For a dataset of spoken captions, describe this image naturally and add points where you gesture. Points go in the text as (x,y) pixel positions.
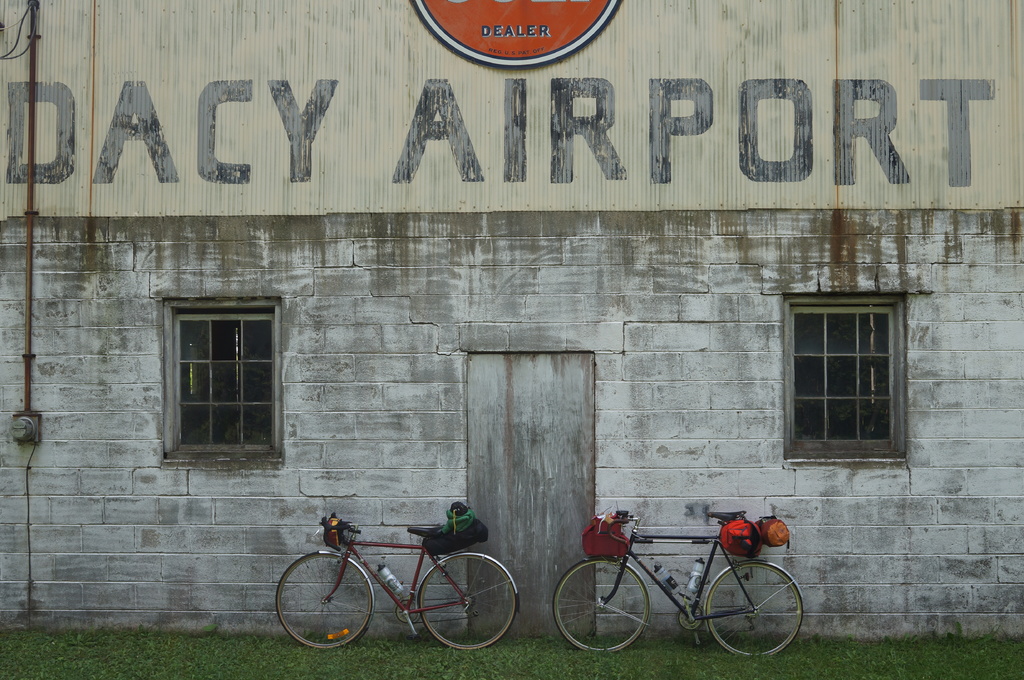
In this picture we can see couple of bicycles (416,575) near the wall (654,493) on the grass (623,670), and we can find baggage (734,528) on the bicycles (373,570), and also we can see a metal rod (34,152) on the wall (109,331).
